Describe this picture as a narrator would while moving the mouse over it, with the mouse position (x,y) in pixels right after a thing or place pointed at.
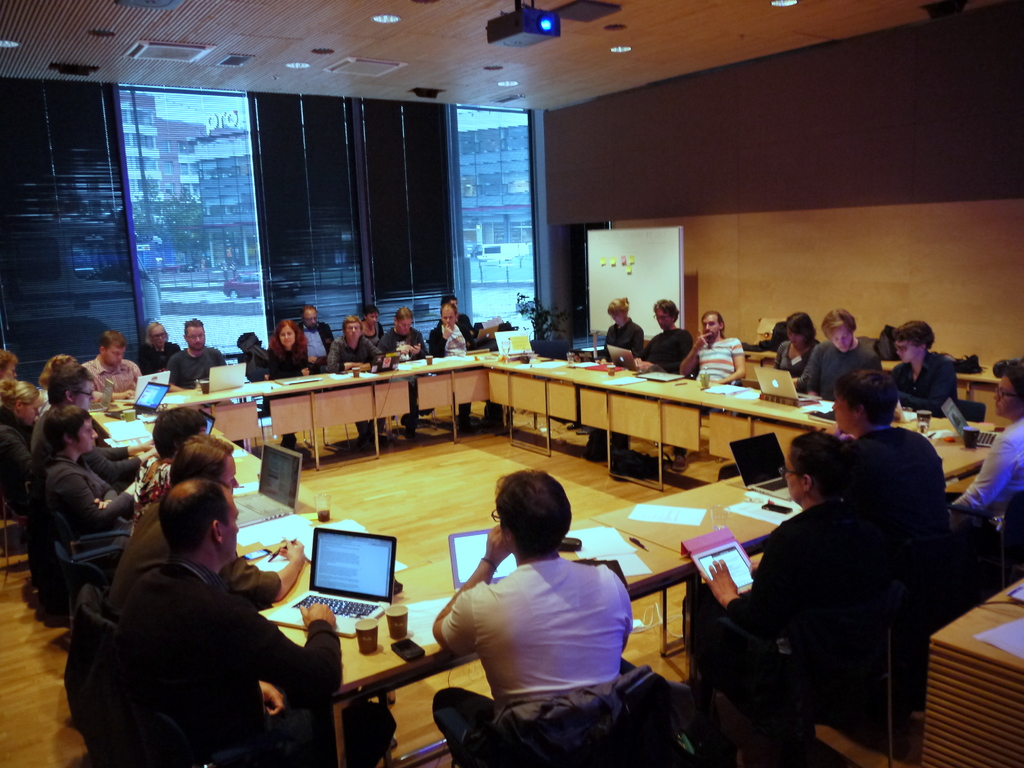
In the image there are many people (252,710) sitting around the table (955,461) with laptops (347,603), books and coffee mugs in front of them and there is a projector (517,37) on the ceiling (544,49), this is clicked inside a room (752,237), in the back (214,222) there is glass wall (224,228) with buildings (206,169) behind it.
